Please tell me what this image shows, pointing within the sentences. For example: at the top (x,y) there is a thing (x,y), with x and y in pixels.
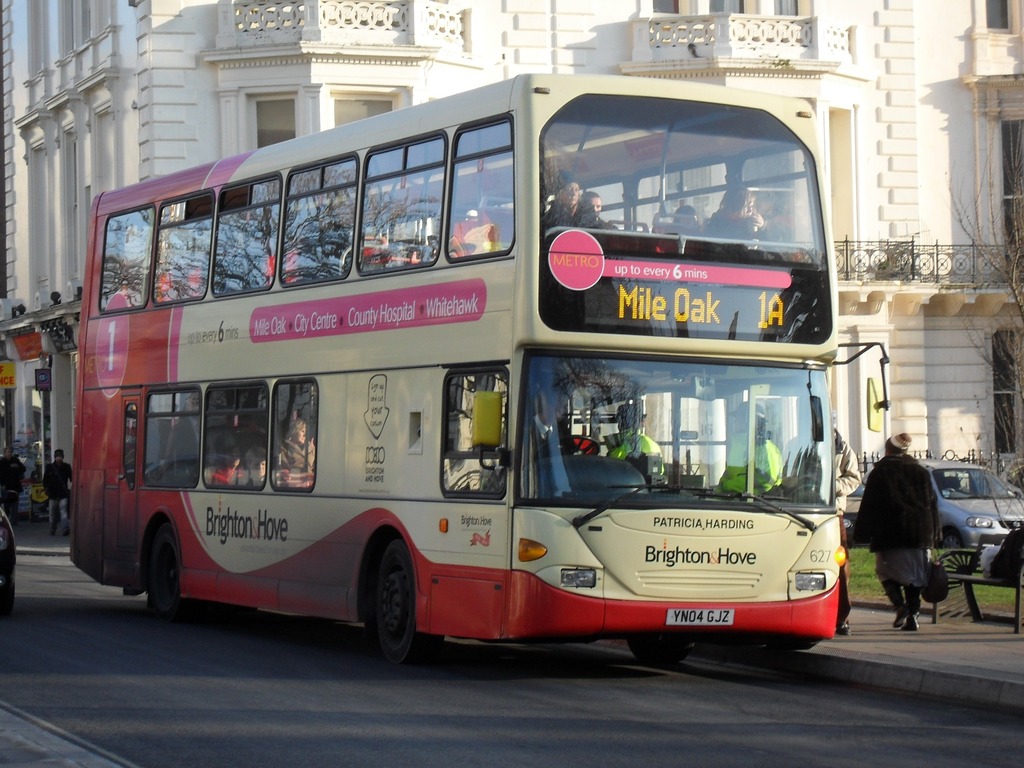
In this picture there is a double decker bus (444,449) on the road (621,763) which has few persons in it and there are two persons (867,498) standing in the right corner (882,508) and there is a building (456,57) in the background (371,57).
